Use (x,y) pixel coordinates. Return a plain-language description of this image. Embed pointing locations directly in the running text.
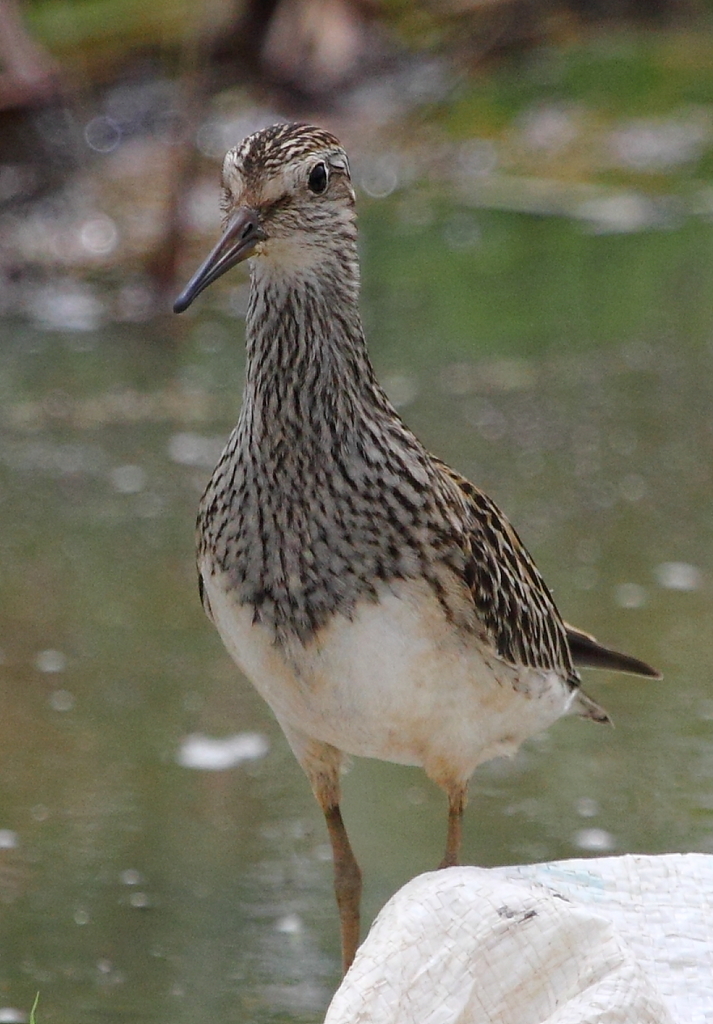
In this picture there is a bird (287,602). At the back (149,210) the image is blurry. At the bottom (99,815) it looks like water (211,873). In the foreground (470,1009) it looks like a cloth (680,896).
